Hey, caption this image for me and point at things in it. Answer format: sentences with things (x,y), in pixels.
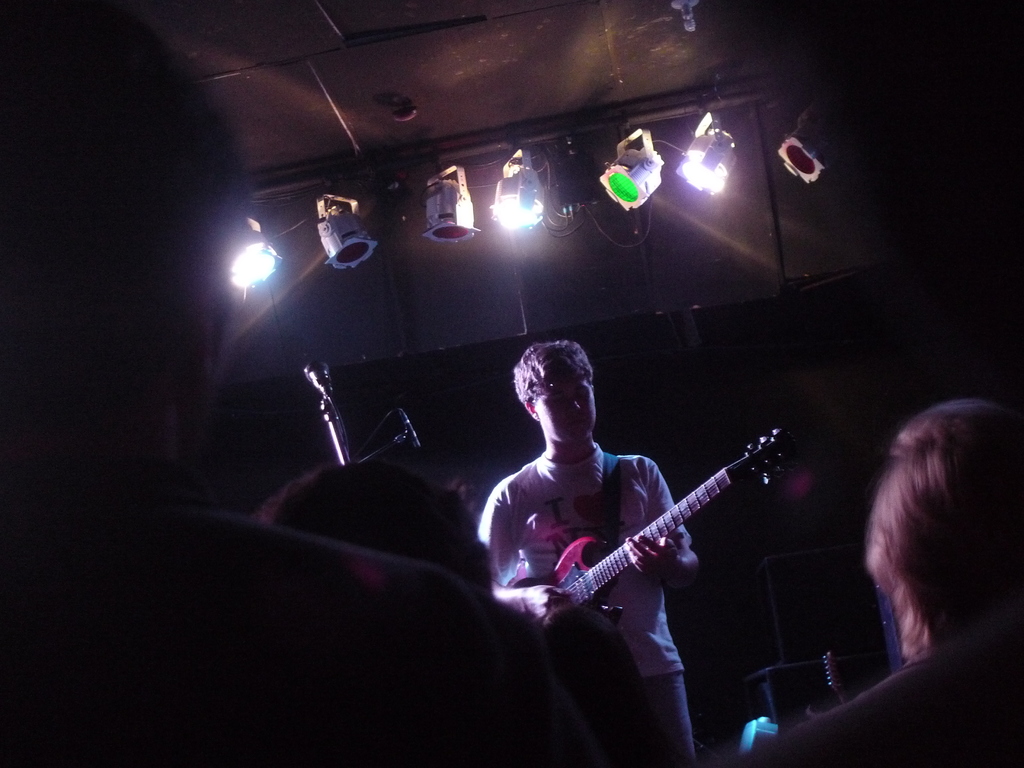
In this picture we can see a man (589,400) holding guitar (734,468) in his hand (555,598) and in front of him there are three people (451,631) and here it is a mic (313,369) and above him we can see colorful lights (327,211).
